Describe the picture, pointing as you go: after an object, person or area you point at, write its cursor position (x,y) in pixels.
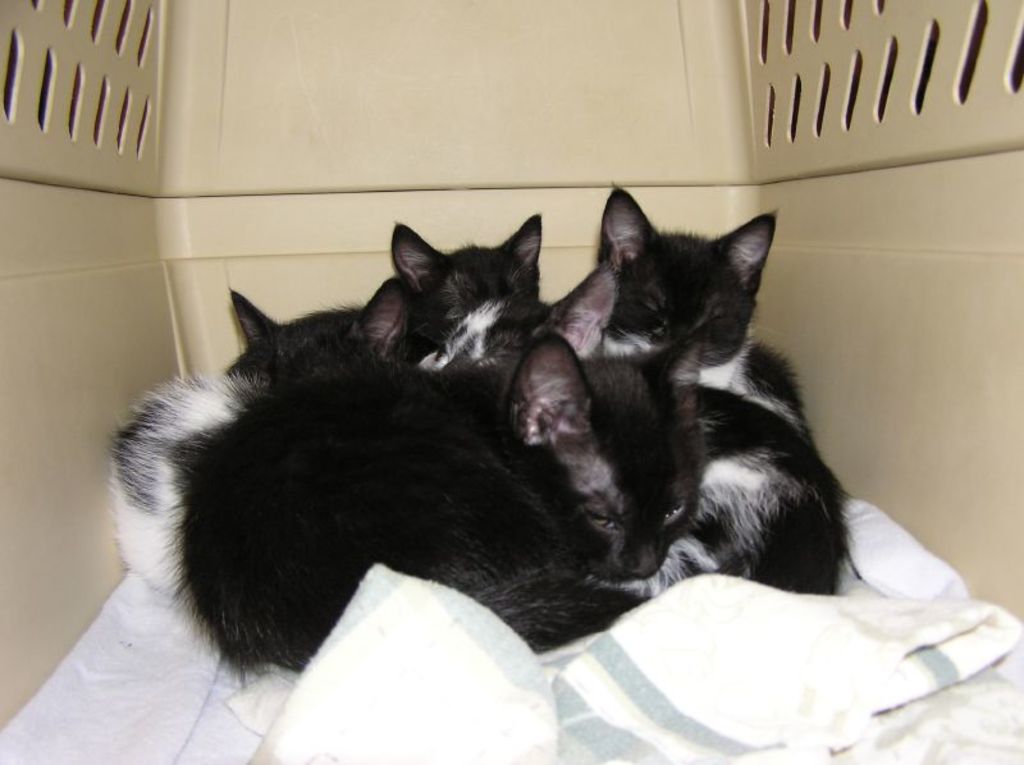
In this image we can see cats (512,422). There is a cloth (663,602). And there is a box like object (915,400).
